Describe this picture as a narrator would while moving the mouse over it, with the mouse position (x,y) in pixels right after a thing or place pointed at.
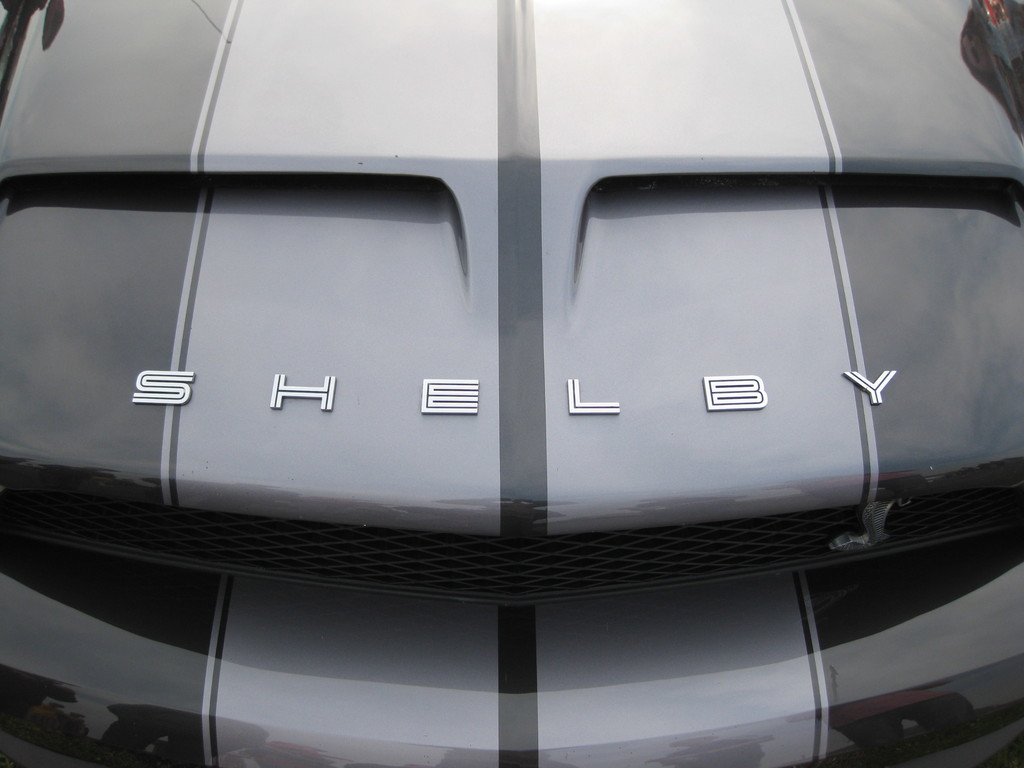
In this picture we can see a vehicle (163,467) with some text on it.
